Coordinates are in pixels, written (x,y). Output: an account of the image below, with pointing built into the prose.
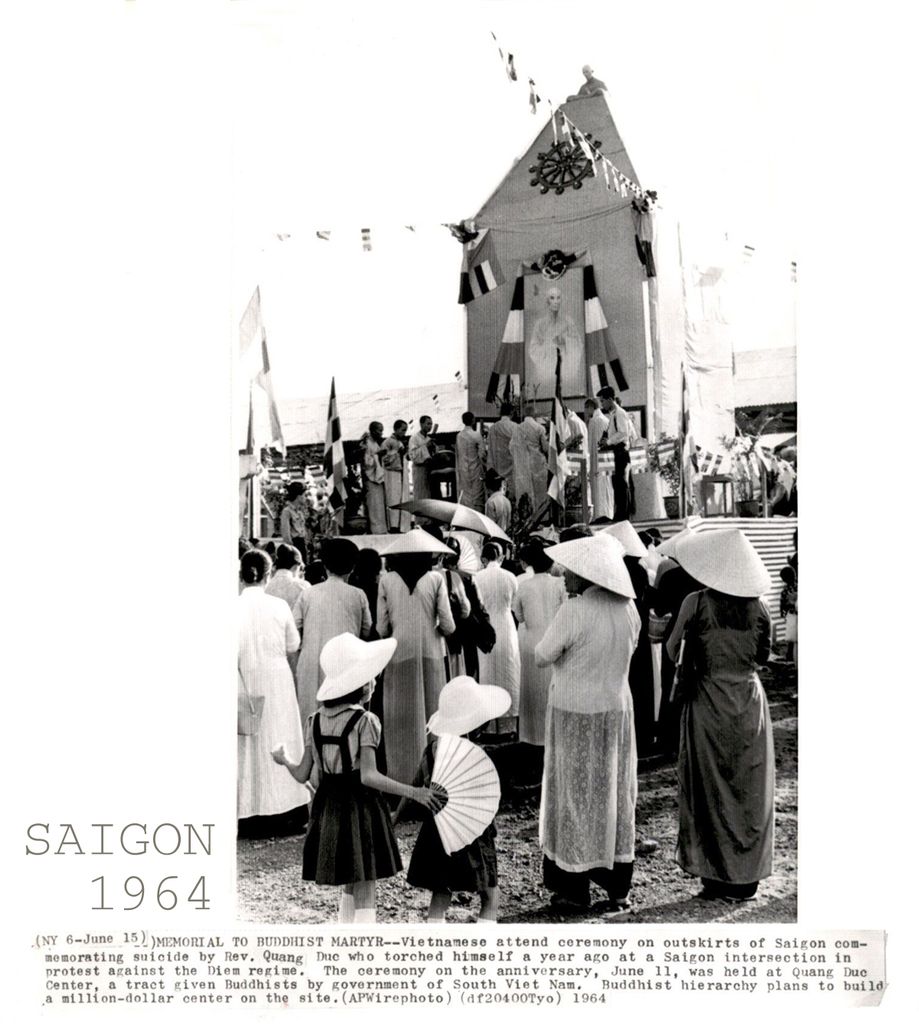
This is a poster having an image and texts (362,946). In this image, we can see there are persons (604,510), some of them are wearing caps (612,557), there is a tent (586,133), a shelter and the sky (286,257).
